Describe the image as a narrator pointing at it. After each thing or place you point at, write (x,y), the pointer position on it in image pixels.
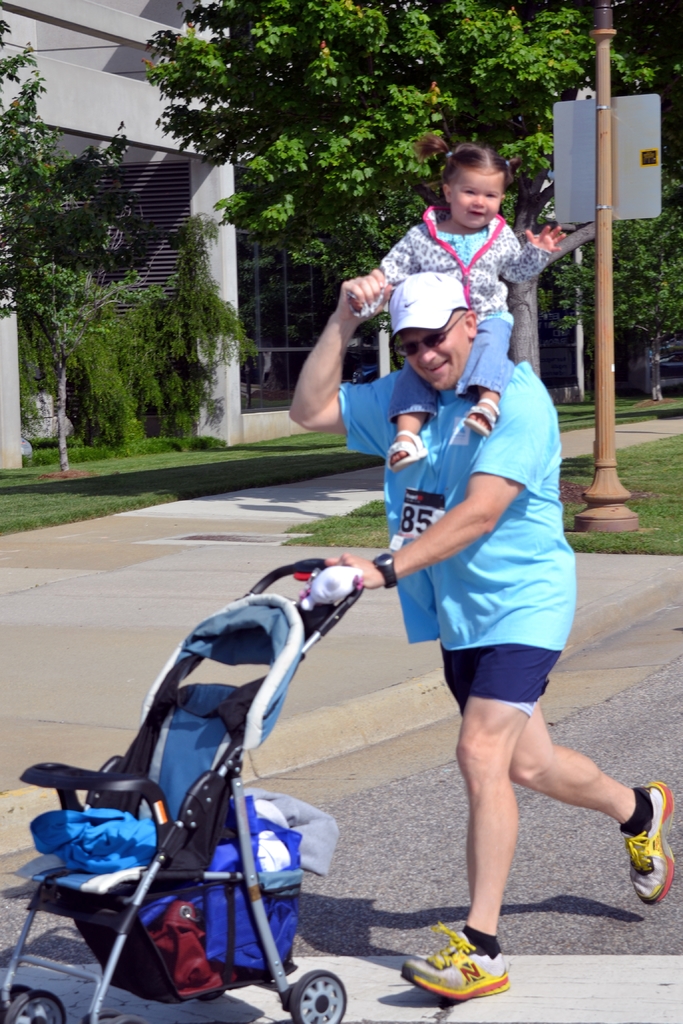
In this picture I can see there is a man (464,511) running, he is carrying the child (489,240) on his shoulder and he is holding a trolley (216,710), I can see there is a walkway (46,530), there are trees (415,24), there is a building (138,99) and plants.
